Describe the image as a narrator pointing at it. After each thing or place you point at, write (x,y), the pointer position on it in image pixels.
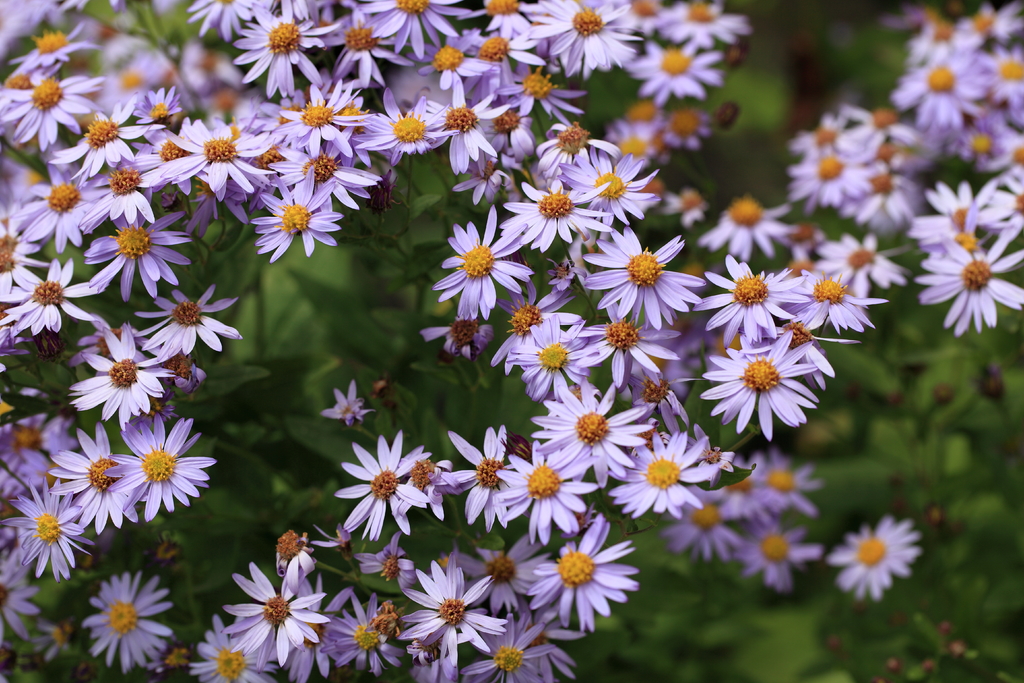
In this image I can see few plants (371,438) along with the flowers (576,324). The background (788,98) is blurred.
